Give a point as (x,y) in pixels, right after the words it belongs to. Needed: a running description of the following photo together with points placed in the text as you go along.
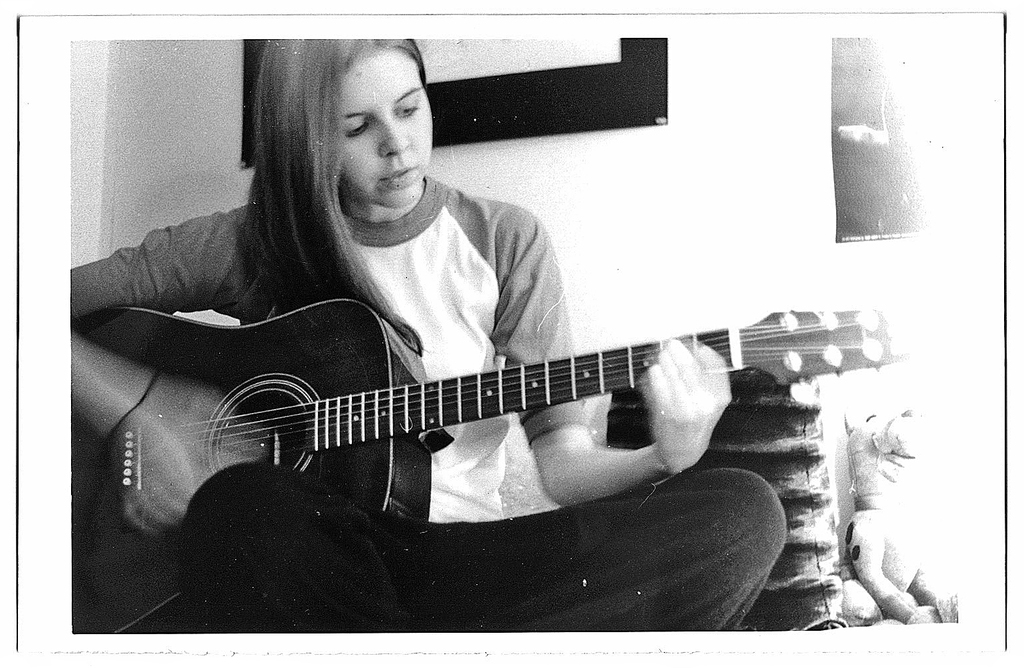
The girl (289,544) wearing black pant (311,526) is playing guitar (386,416) and there is a toy (881,507) beside her.
